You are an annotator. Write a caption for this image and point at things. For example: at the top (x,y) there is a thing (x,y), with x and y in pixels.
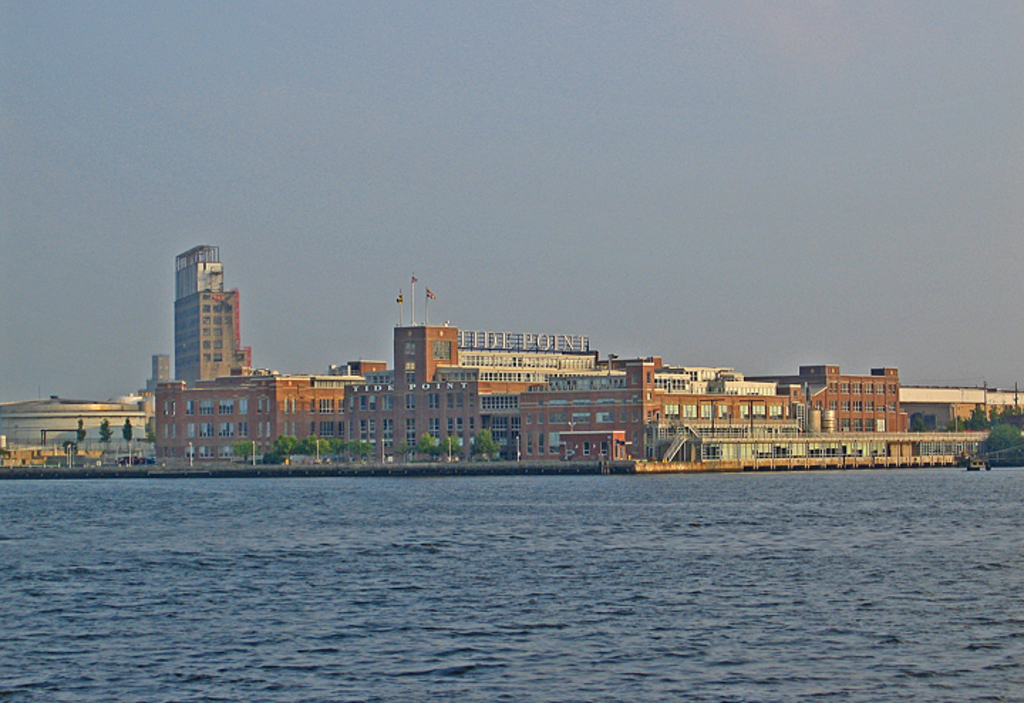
In this picture I can see the water (309,543). I can see the buildings (296,391). I can see trees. I can see clouds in the sky (481,183).
